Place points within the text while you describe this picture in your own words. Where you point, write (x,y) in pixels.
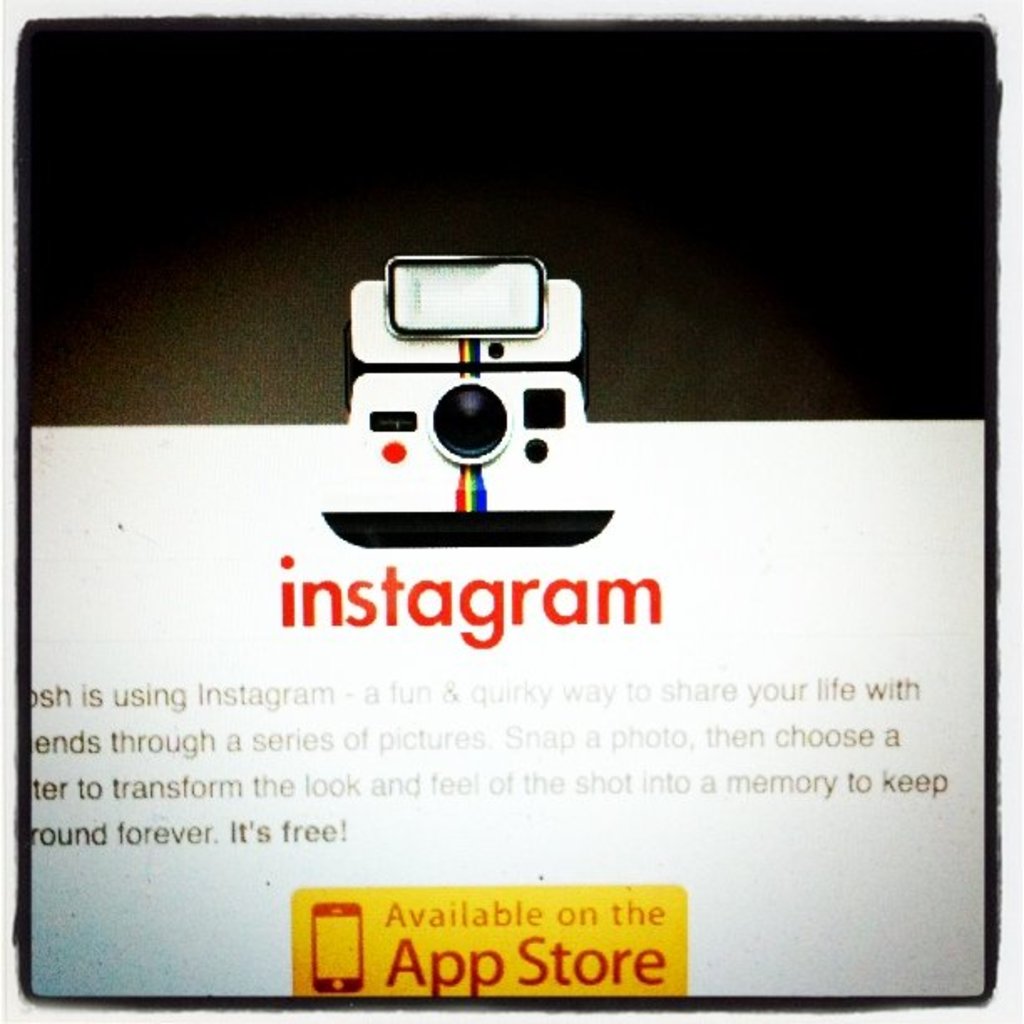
In this an image of the poster (410,623) where we can see some text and object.
